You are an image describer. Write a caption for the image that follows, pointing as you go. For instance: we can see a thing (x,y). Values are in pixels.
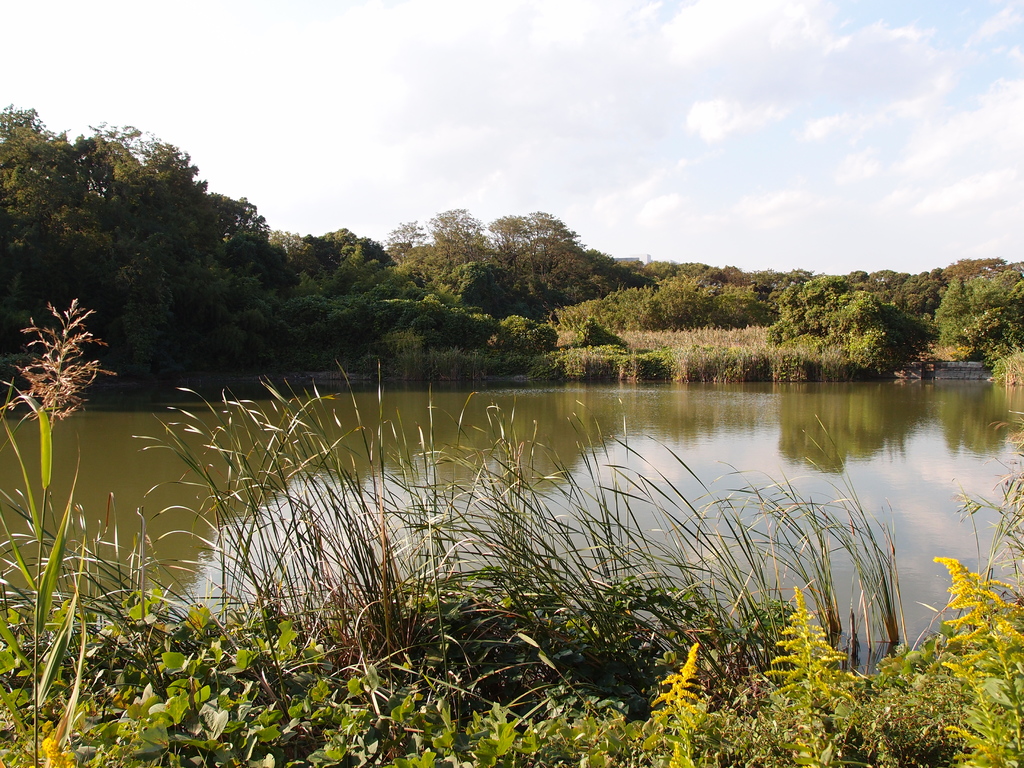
In there are plants (250,660) and grass (369,656) in the front (892,698) followed by pond (664,432) and behind it there are trees (471,321) on the land (743,335) and above its sky (694,152) with clouds (597,123).
